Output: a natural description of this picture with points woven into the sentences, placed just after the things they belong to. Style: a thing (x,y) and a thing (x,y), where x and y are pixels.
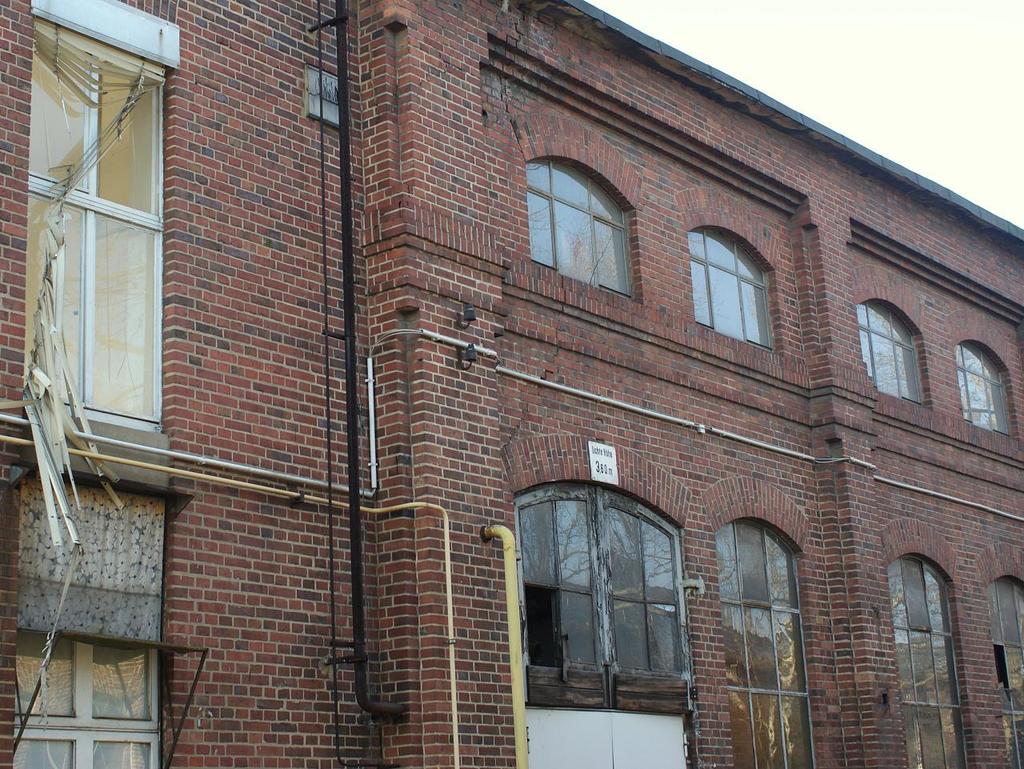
In this image I can see it is a building (380,387) with glass windows (723,594). In the middle (415,505) there is a pipe (500,528) in yellow color. At the top (888,77) it is the sky (821,107).
